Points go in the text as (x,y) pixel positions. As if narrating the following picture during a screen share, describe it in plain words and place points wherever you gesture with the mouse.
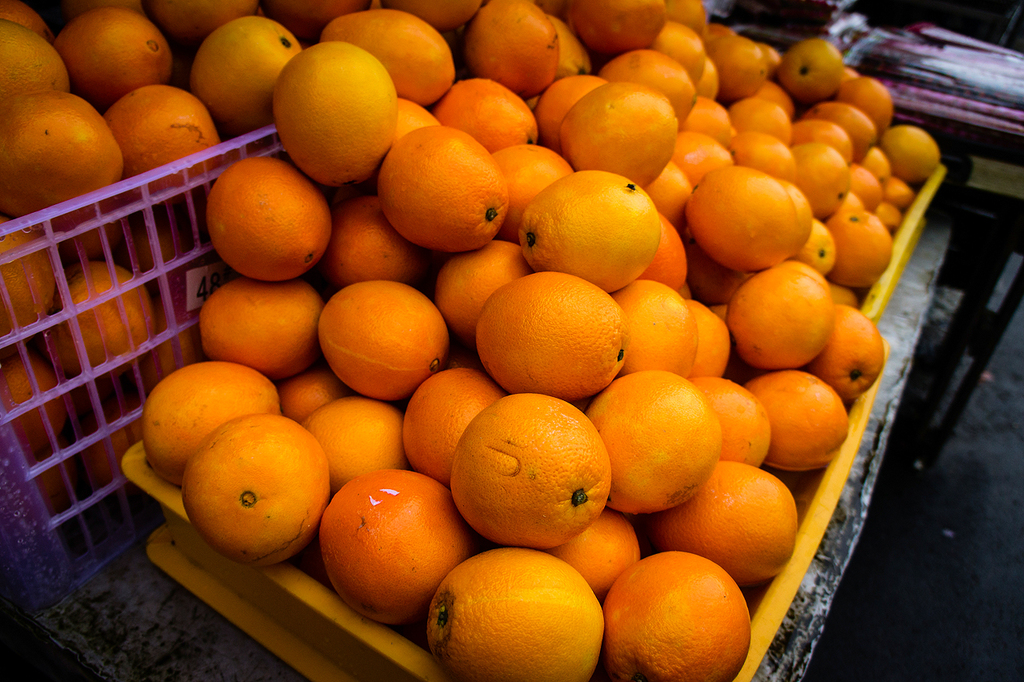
In this image we can see oranges (134,126) placed in a basket (129,368).
